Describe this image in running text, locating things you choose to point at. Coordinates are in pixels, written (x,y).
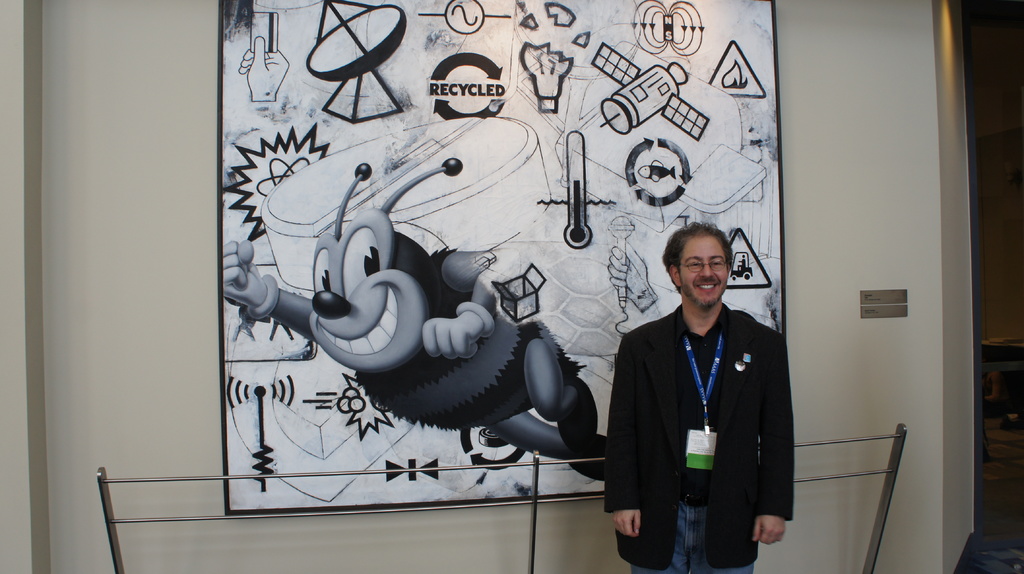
In this image I can see a man (664,328) is standing on the right side (774,357) and I can see he is wearing blazer (730,363), specs (722,262) and an ID card (700,443). I can also see smile on his face (699,294). Behind him I can see railing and a frame (757,4) on the wall (162,531). I can also see this frame (705,8) contains number of black and white colour things (395,177).
